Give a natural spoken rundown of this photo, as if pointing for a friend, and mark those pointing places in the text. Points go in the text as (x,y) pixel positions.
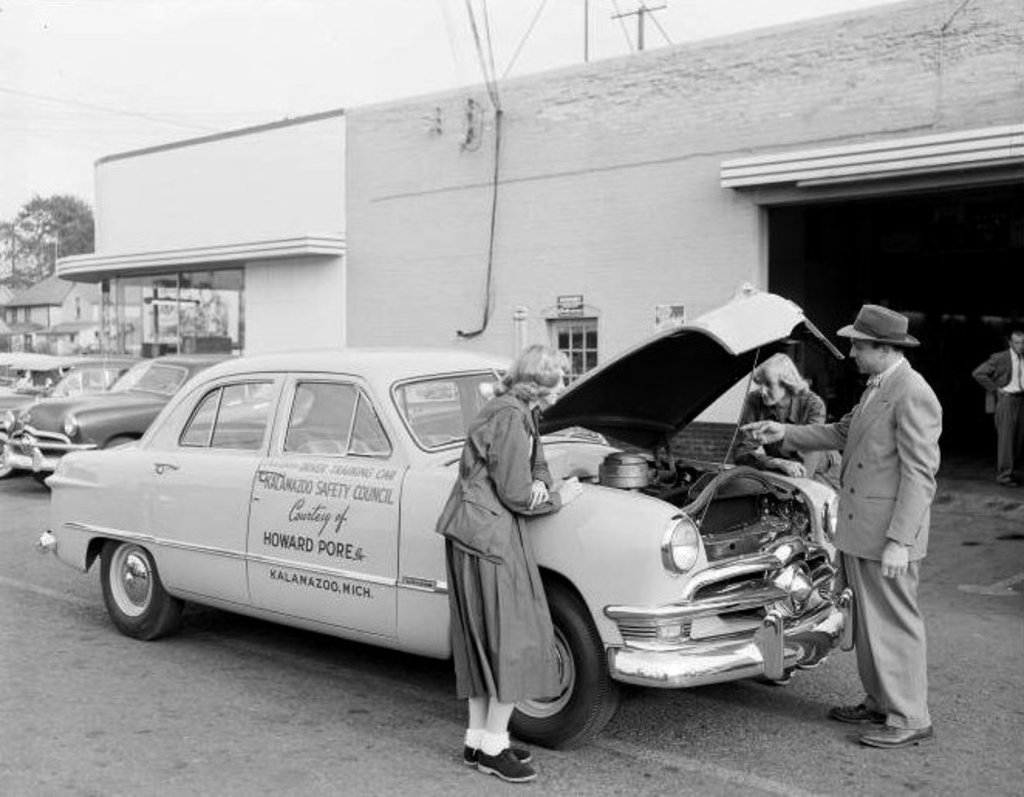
In this image I can see cars (211,451) on the road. On the right side (849,515) I can see people (846,495) are standing. In the background (299,332) I can see buildings (144,271), trees (66,248), poles (588,15) and the sky (163,16). This picture is black and white in color.
